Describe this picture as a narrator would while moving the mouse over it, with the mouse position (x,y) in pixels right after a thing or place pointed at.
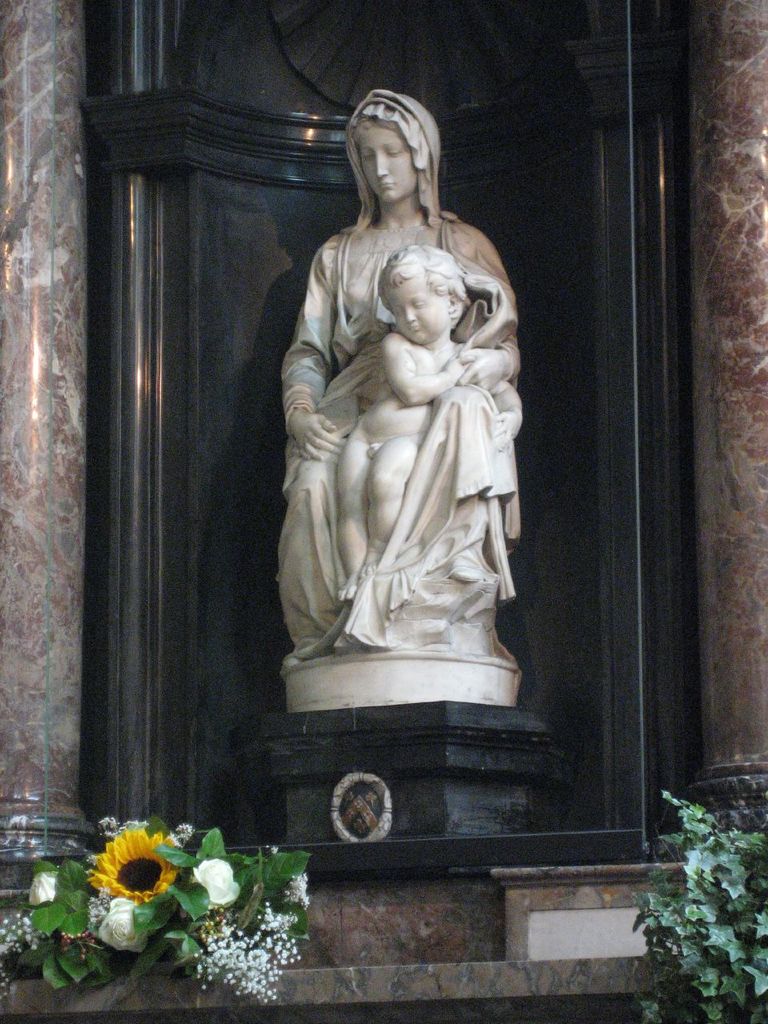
In this picture we can see flowers (133,857), leaves (241,878), statue (308,704) and beside this statue (300,336) we can see pillars (746,280).
